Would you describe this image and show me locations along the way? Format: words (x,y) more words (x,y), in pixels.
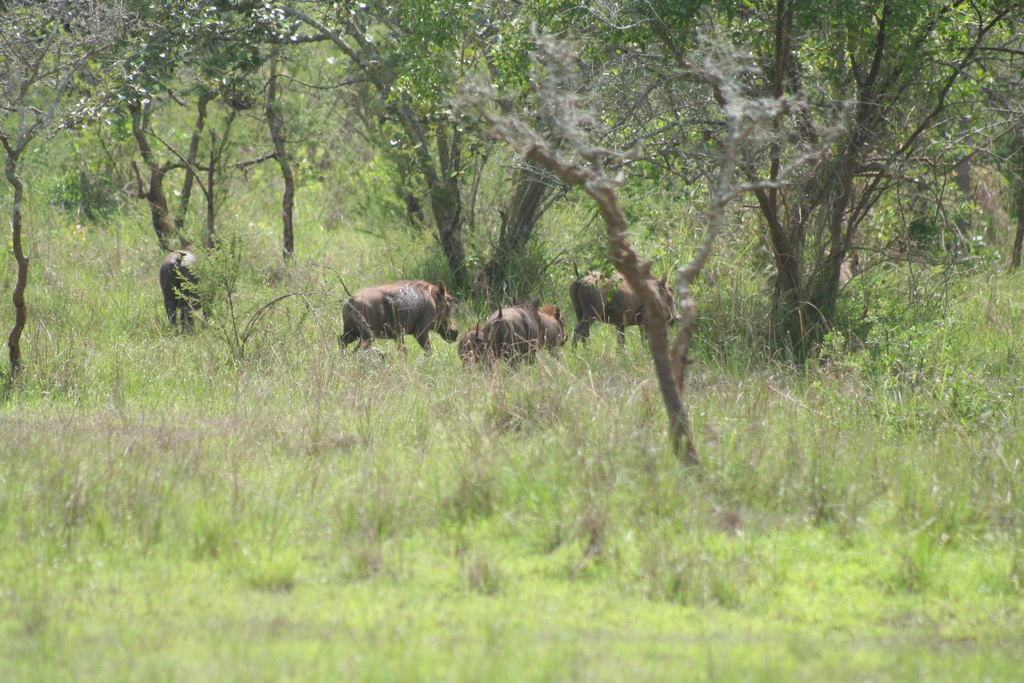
Bottom of the image (338,475) there is grass (469,416). In the middle of the image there are some animals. Behind the animals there are some trees (972,46).
